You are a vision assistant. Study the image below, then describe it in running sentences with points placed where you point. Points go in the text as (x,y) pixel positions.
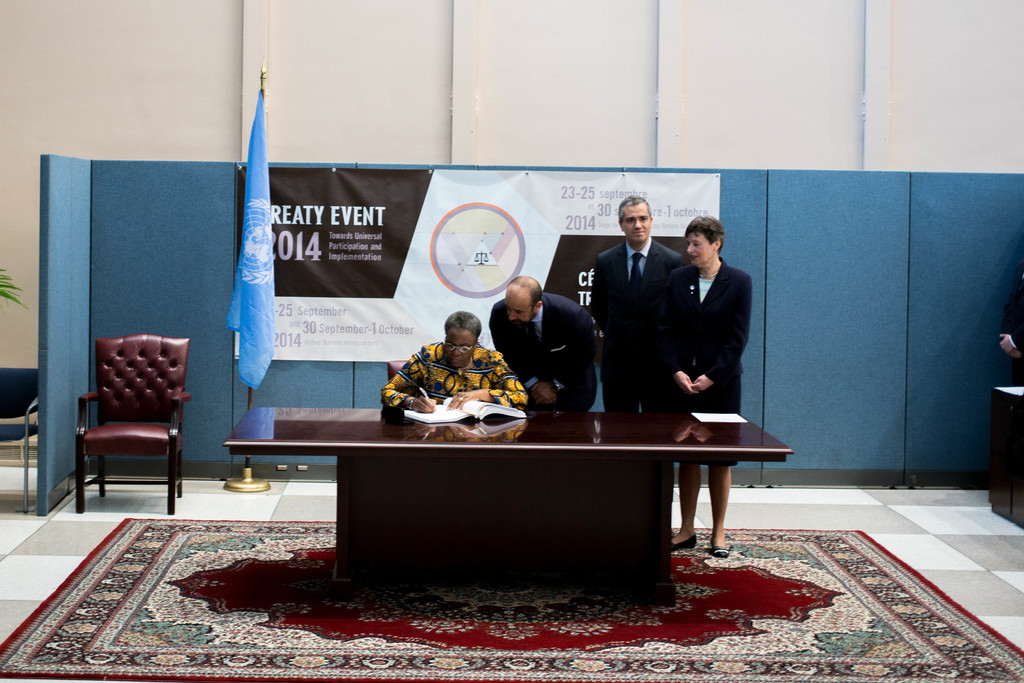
This is an inside view. In the middle of the image (510,437) there is a table (497,475). In front of this there is a person (426,378) sitting on the chair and writing something on the book (435,413) with a pen (432,402). Beside this person (472,367) there are three (635,330) people standing. In the background (562,61) there is a wall (303,54). On the left side of the image (247,320) I can see a blue color flag (247,294) and a chair (165,376). At the back of these persons (635,279) there is a blue color board (795,251).
